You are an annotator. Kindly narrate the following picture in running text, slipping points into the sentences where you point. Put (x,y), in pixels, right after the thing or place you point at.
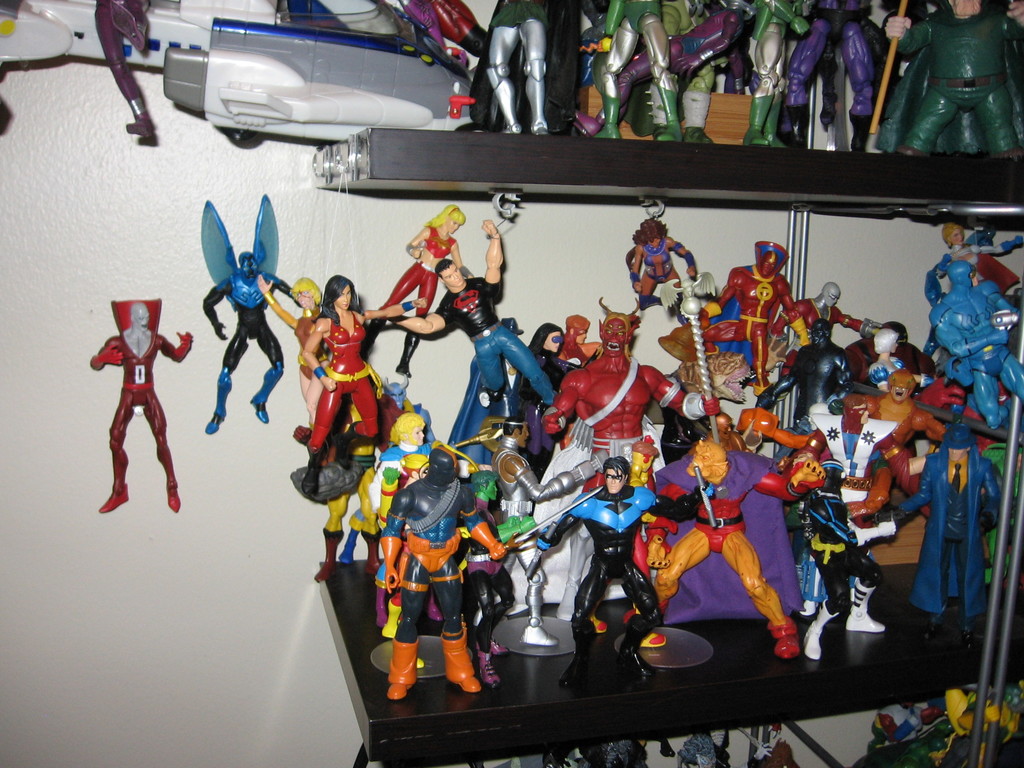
This picture is clicked inside. On the right (851,178) we can see the wooden shelves (621,705) containing many number of toys (589,436) of women (665,260) and men (461,285). In the background (30,166) there is a wall (221,507) and we can see some other toys (333,68).
